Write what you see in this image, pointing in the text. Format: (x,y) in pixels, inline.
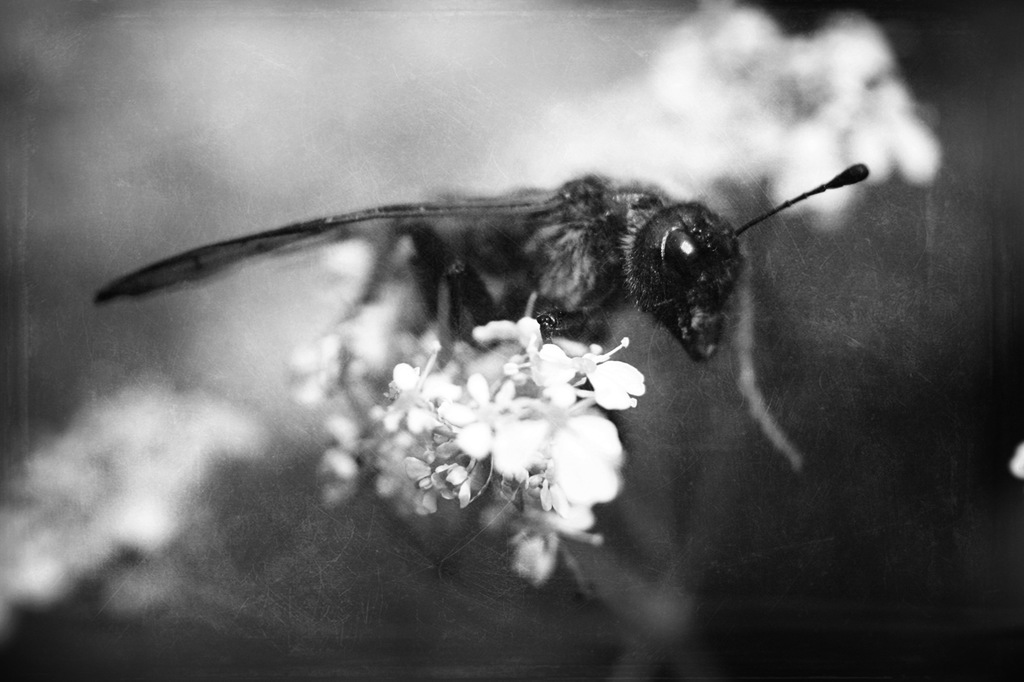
In this picture we can observe an insect (492,250) on the white color flowers (537,355). The background (222,411) is completely blurred. This is a black and white image.
